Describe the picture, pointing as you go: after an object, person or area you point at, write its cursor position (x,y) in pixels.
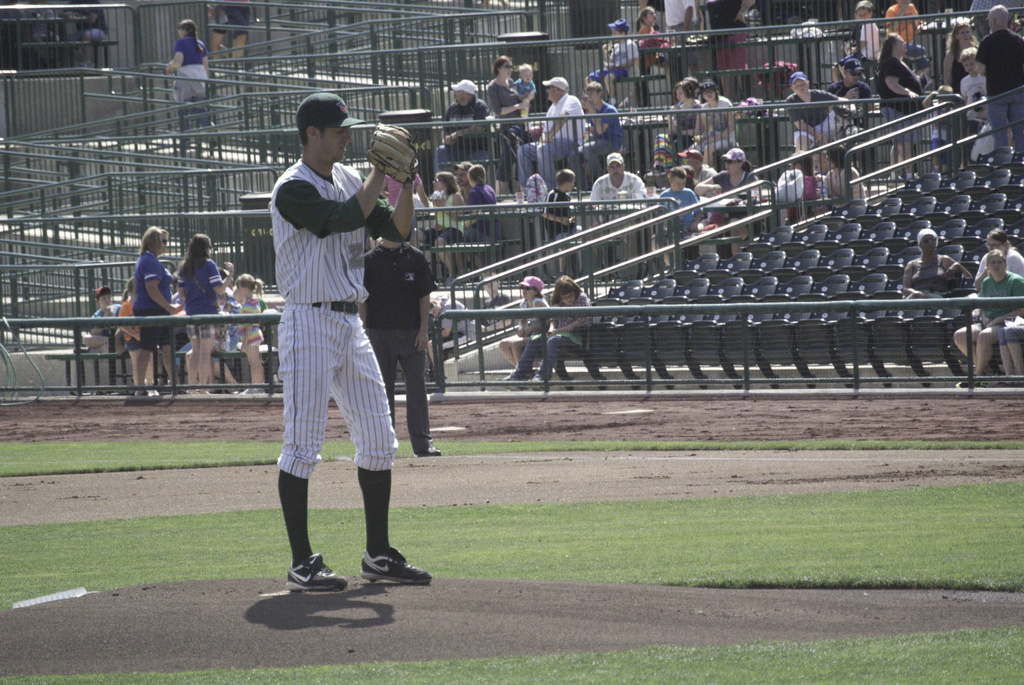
In a ground (254,552) there are two men (377,257), they are playing baseball and behind the ground (37,473) there are spectators (543,85) watching the match.
